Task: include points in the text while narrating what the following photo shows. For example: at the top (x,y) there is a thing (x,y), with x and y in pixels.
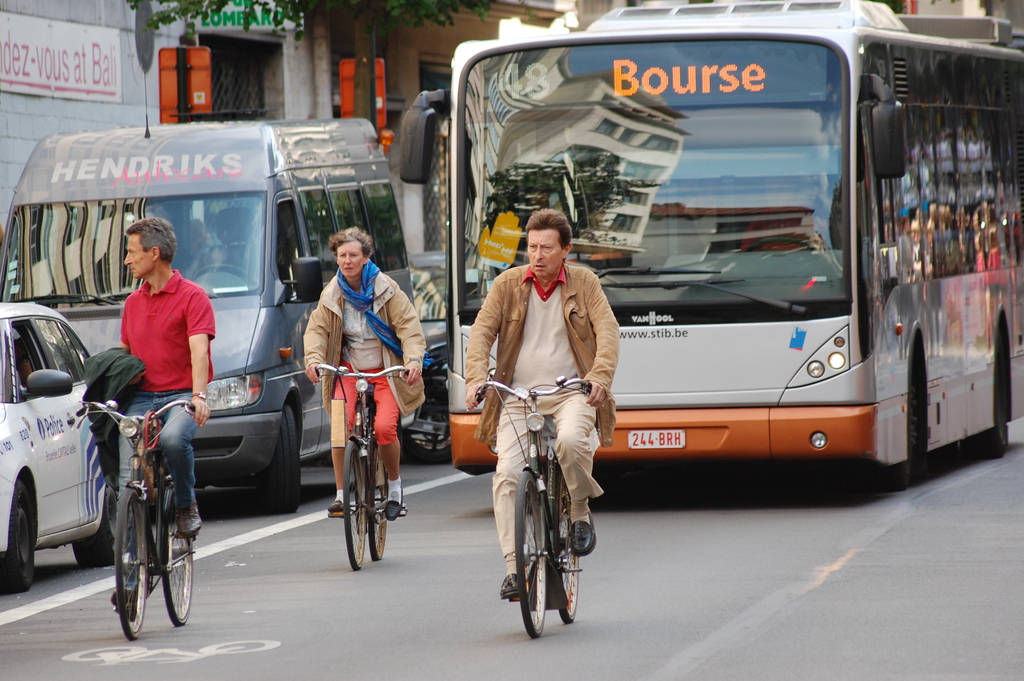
in this picture there are three persons (383,404) riding a bicycle (123,421), here we can also see different vehicles (433,272) on the road (399,538), here we can see a tree (291,0), here we can also see a wall (39,109).
